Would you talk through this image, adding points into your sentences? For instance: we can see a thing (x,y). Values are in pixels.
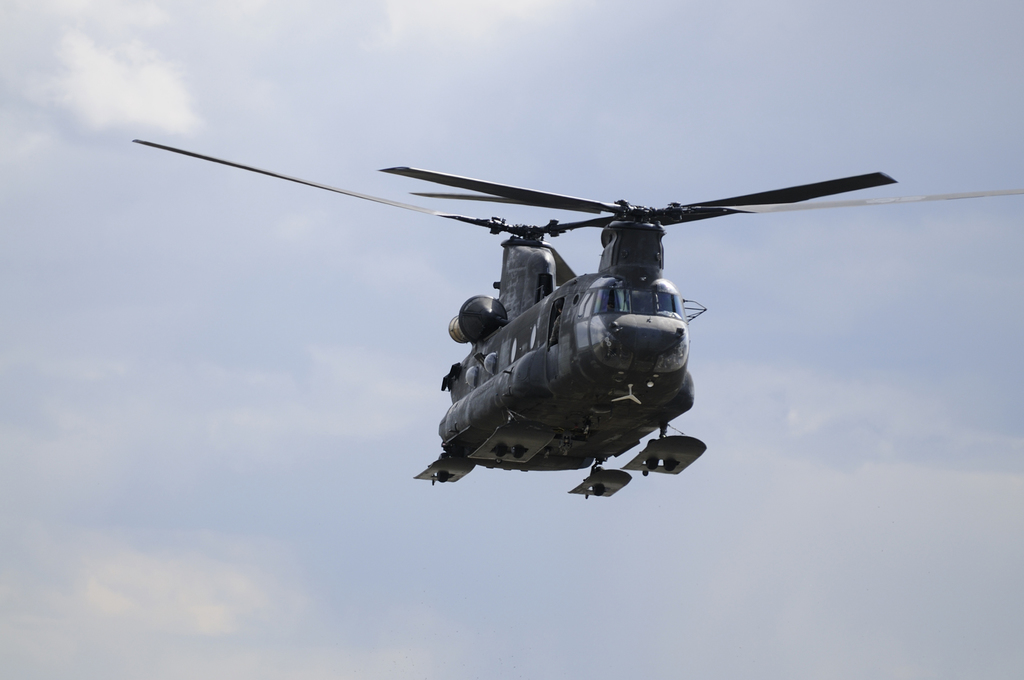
In this picture we can observe a military helicopter (562,322) flying in the air (300,384). In the background (544,473) we can observe a sky (465,507) with some clouds (317,411).
